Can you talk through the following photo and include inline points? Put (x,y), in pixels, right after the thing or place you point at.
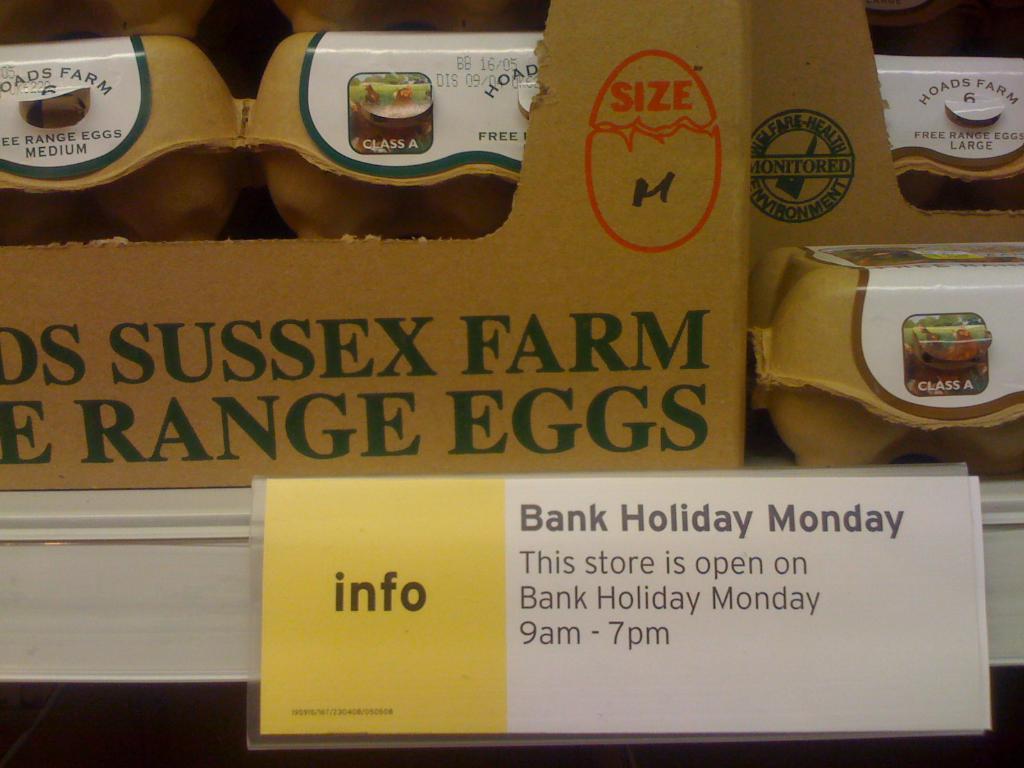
Here in this picture we can see eggs (268,145) present in a box (573,155), which is present in the rack (242,673) over there and below that we can see a name card (533,729) present on the rack (248,646) over there.
